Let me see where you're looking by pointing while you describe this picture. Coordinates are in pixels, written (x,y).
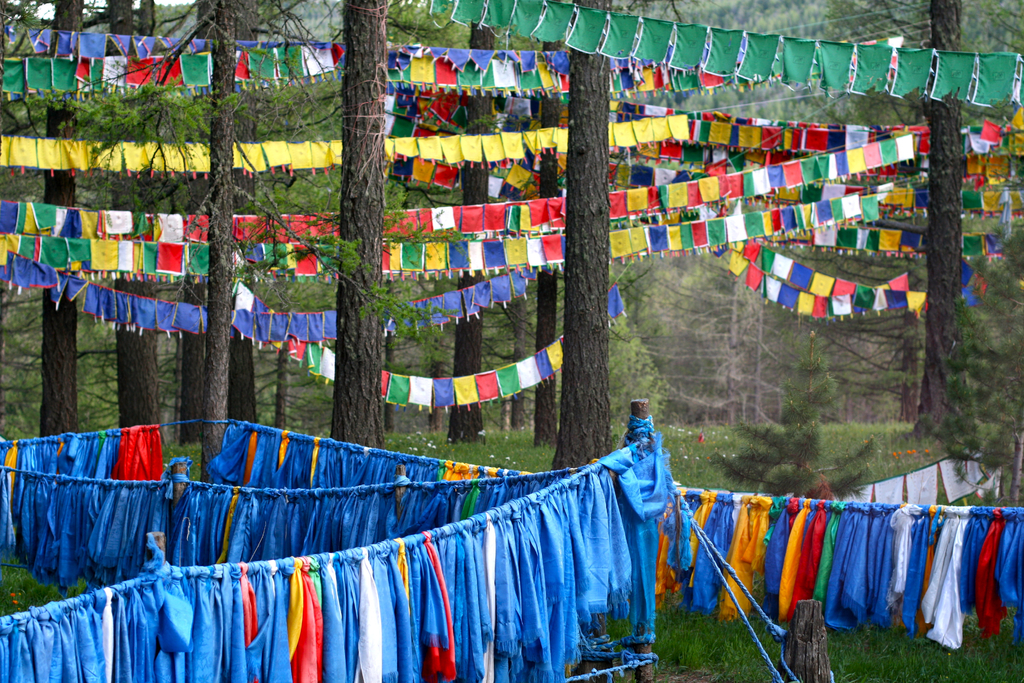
In this image we can see the trees (834,369), flags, grass (715,627), ropes (704,532) and also the clothes (294,534).
